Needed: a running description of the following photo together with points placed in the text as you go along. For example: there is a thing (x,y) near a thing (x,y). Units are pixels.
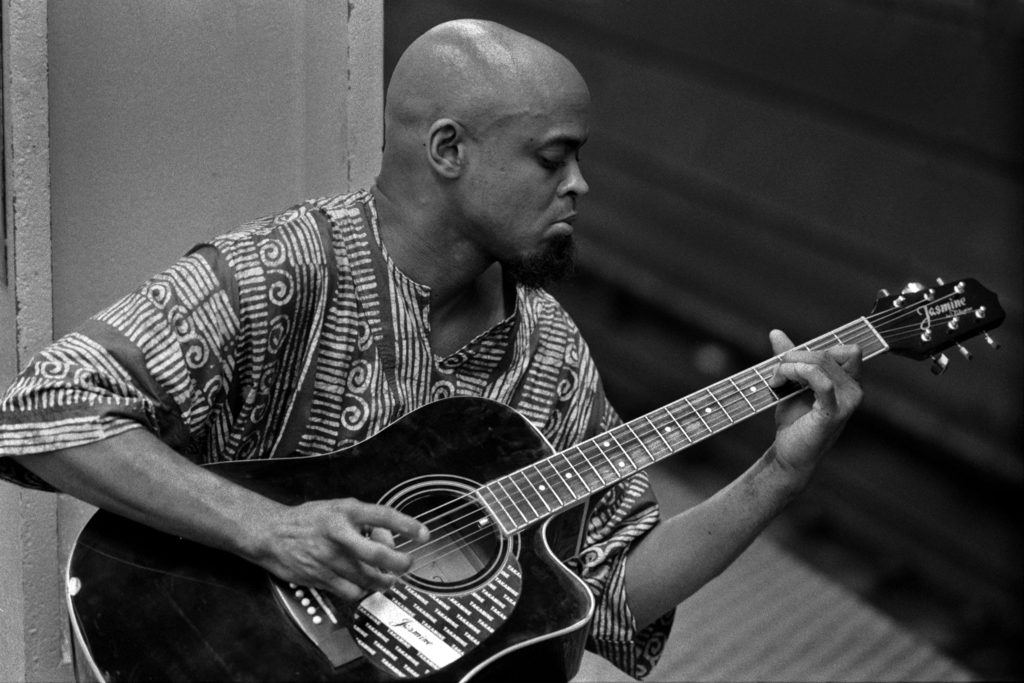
a person (339,296) is sitting and playing a guitar (335,629).
